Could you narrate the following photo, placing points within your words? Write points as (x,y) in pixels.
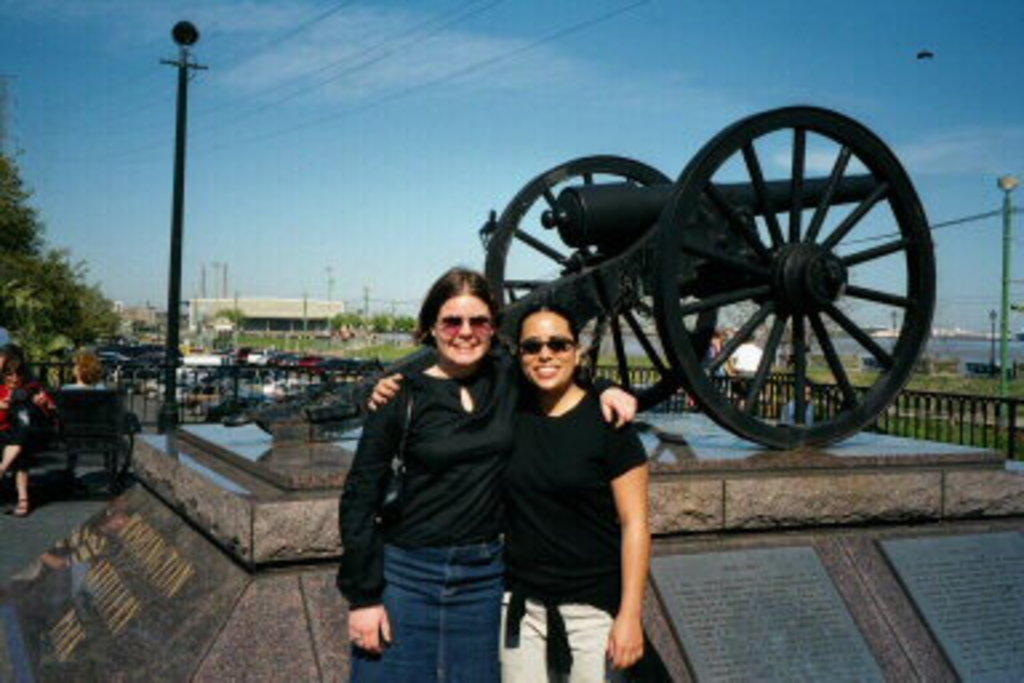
In this image there are two women (523,416) in the middle (463,450) who are posing for the picture. In the background (628,238) there is a statue (643,230) of the cannon (606,273). At the top (401,160) there is sky (342,181). On the left side (78,375) there are few people (80,388) sitting in the chairs (82,430). Behind them there is a tree (50,278).
